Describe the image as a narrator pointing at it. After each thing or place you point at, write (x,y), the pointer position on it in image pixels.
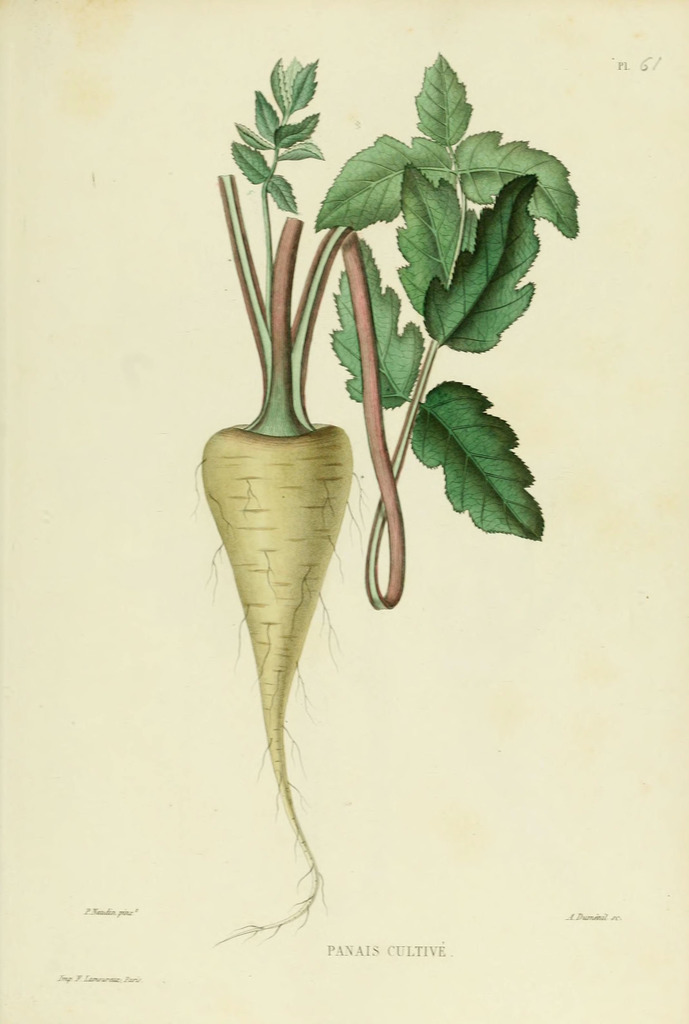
In the center of the image (394,548) there is a painting (328,504) of a vegetable plant (291,532).
